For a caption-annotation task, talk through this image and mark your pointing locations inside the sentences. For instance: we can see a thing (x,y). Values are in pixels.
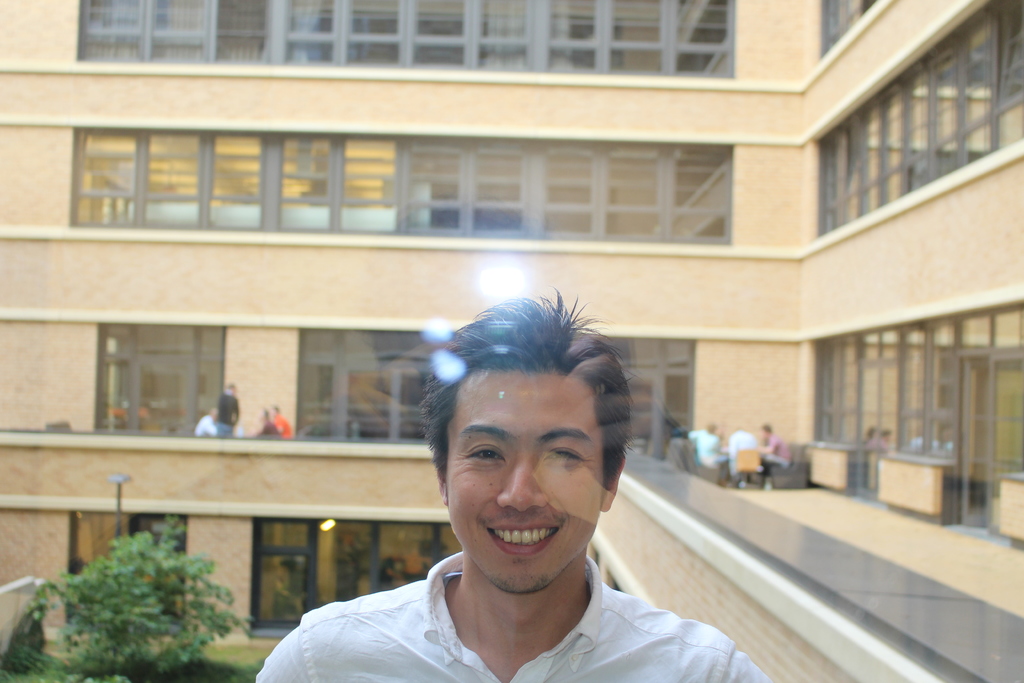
In this picture we can see a man (480,378) smiling and at the back of him we can see a building (602,154) with windows (248,188), curtains (187,9), tree (118,554), grass (226,652), pole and some people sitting on chairs (682,444) and a person (227,395) standing.
